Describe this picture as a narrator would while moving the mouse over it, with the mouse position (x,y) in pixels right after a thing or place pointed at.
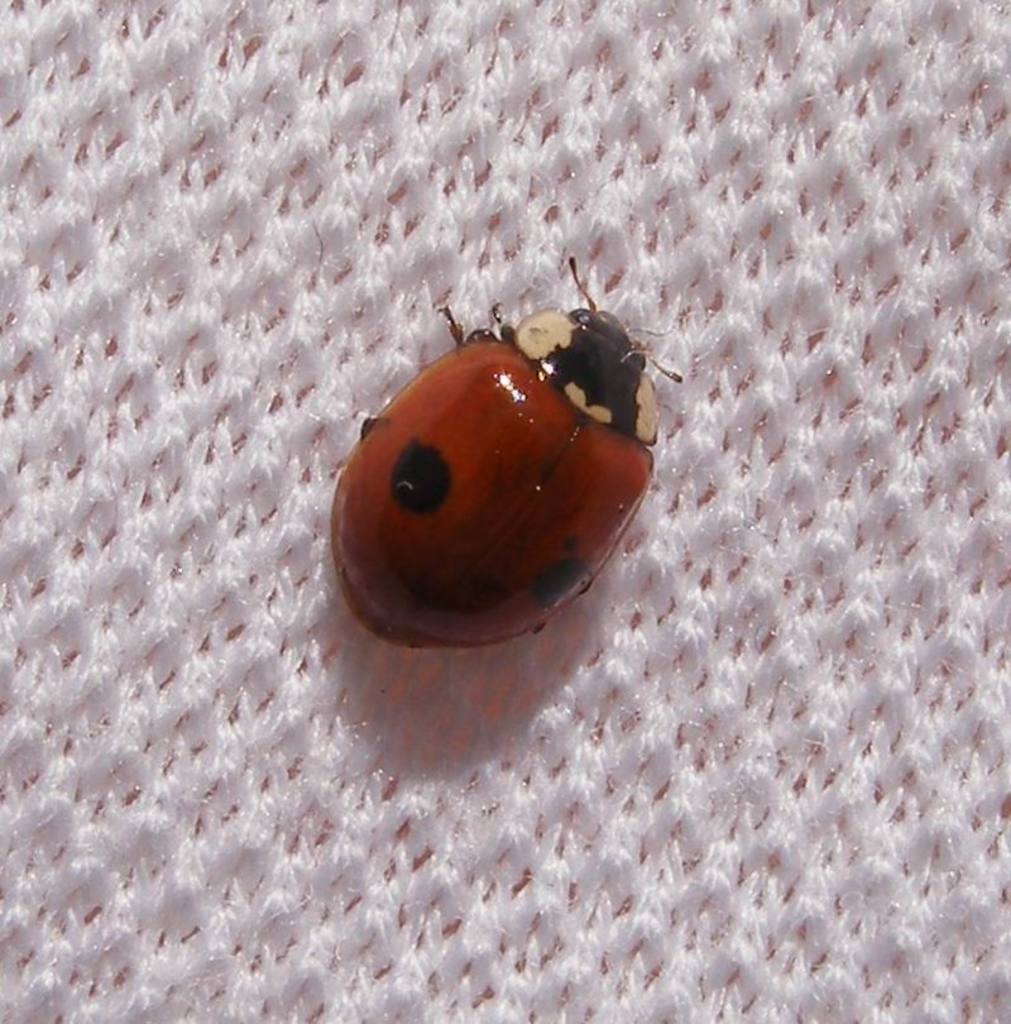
In this image there is an insect (428,506) on the cloth (69,771).
